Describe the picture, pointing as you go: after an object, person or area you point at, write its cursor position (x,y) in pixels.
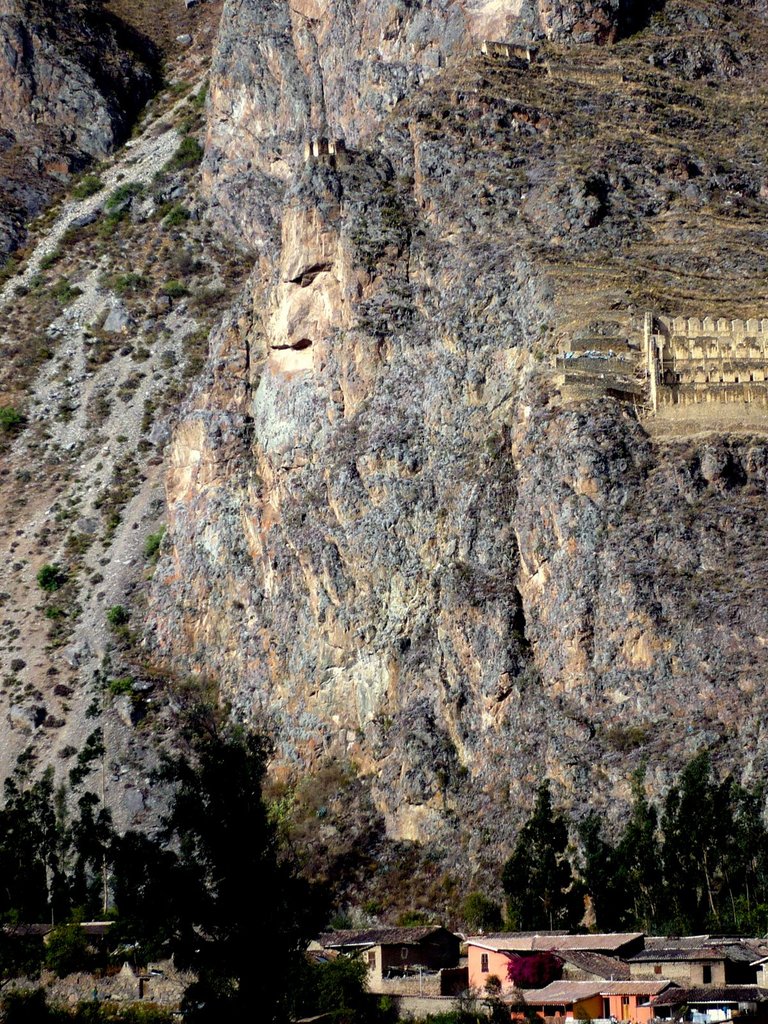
In this image we can see a building (636,380) and a group of trees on the hills (331,372). On the bottom of the image (631,910) we can see some buildings (613,972) and a group of trees (214,941).
